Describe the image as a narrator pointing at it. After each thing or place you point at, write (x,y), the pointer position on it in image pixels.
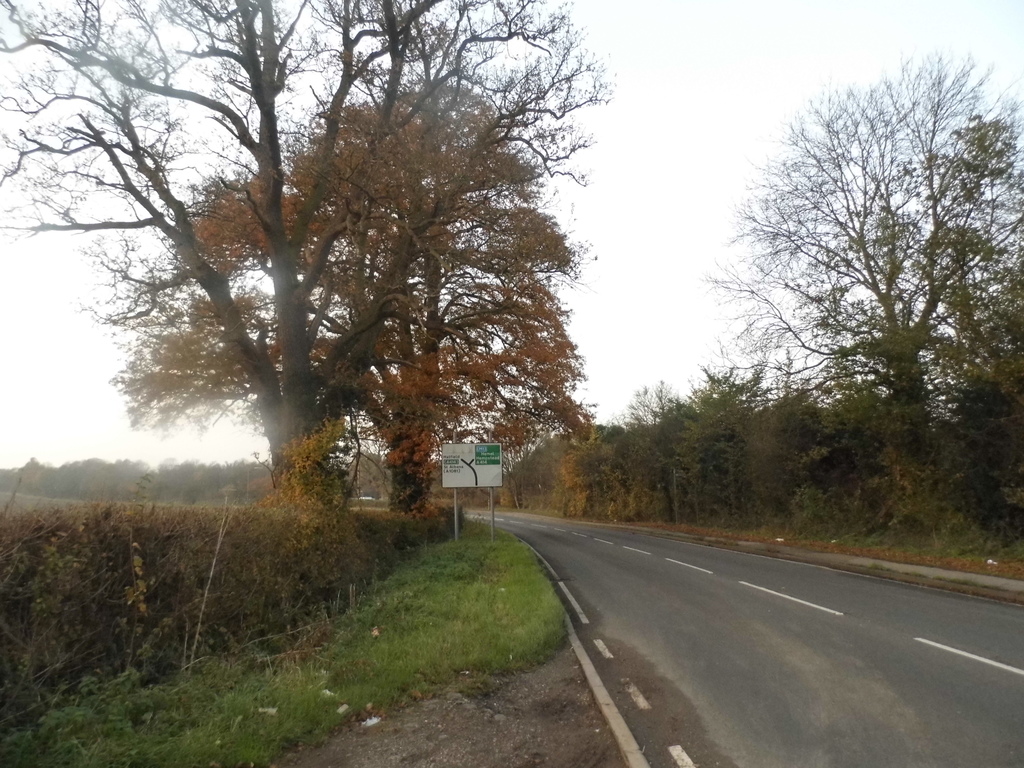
In the image we can see there are lot of trees (501,410) in the area (479,495) and there is a hoarding (487,484) kept on the ground (500,598) beside the road (660,566). The ground (502,613) is covered with grass (243,738).
